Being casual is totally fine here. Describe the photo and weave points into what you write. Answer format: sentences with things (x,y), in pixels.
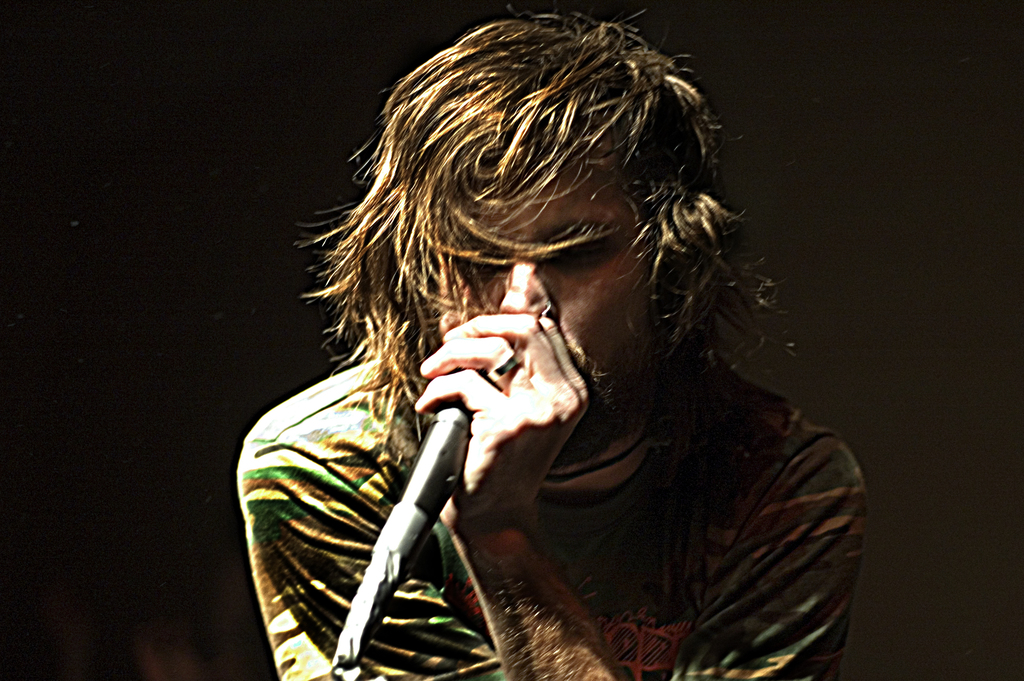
This picture shows a man (584,424) singing with the help of a microphone (433,485) in his hands (428,406) and we see a black colour background (799,83) back of him.
